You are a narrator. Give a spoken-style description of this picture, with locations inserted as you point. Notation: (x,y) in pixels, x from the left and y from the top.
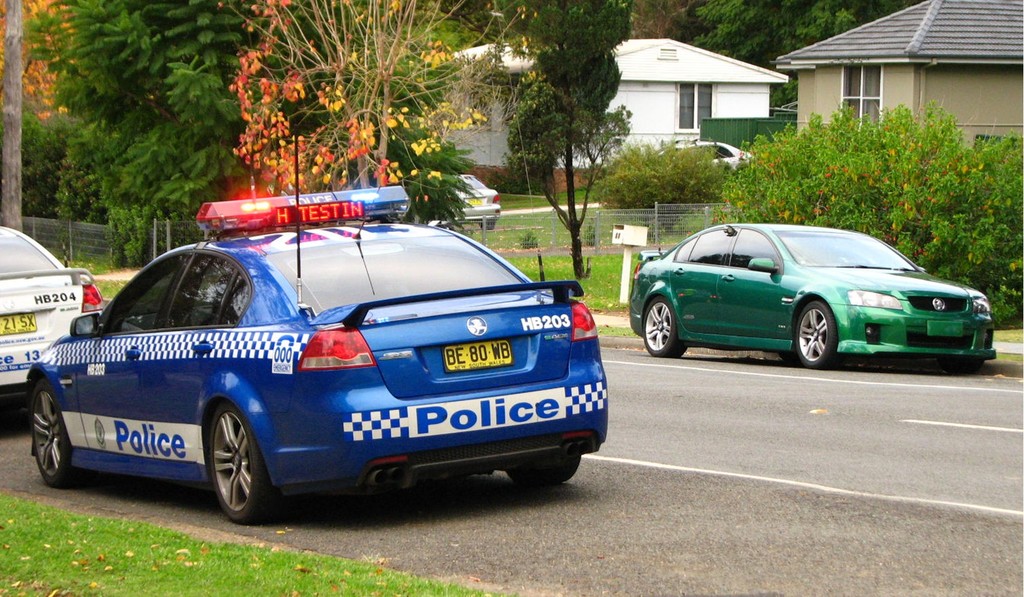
In this image there are some cars (422,344) in middle of this image (367,332). The car (358,371) in middle (409,332) is in blue color and there are some trees (164,137) in the background (512,167). There are two houses (629,95) at top right side of this image (696,63) and there is a road (616,456) at bottom of this image (621,516). There are some plants (890,200) at right side of this image (886,188).
